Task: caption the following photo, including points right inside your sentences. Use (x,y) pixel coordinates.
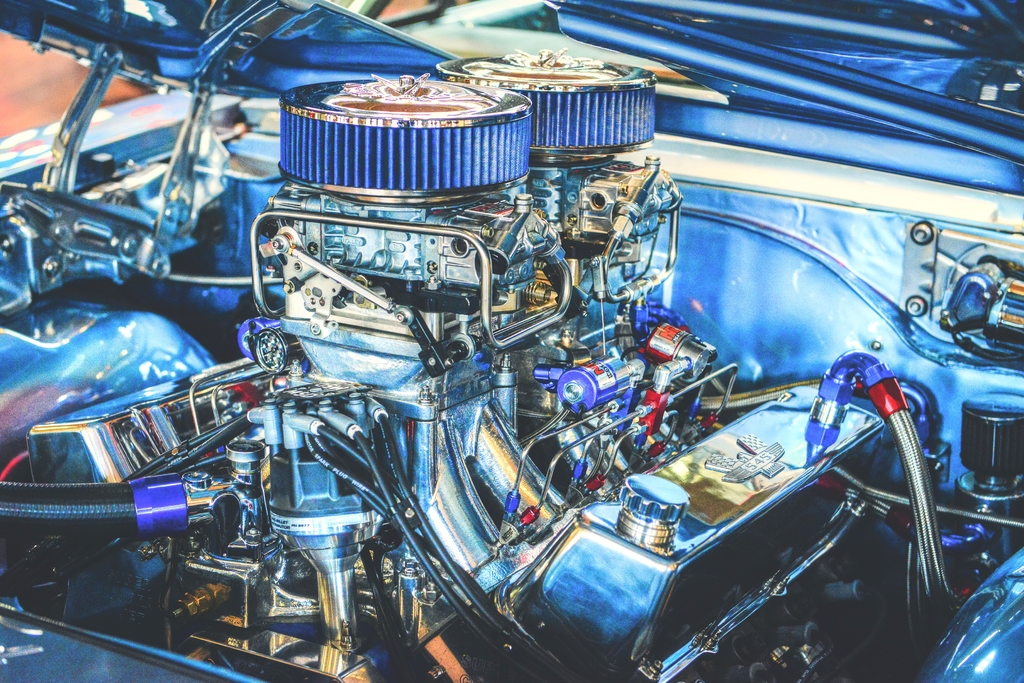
In this image I can see the engine (329,317) of the vehicle (425,333). I can see the engine (411,171) is in blue, silver, red and gold color. I can see few pipes (166,491) and wires (339,429) in it.
